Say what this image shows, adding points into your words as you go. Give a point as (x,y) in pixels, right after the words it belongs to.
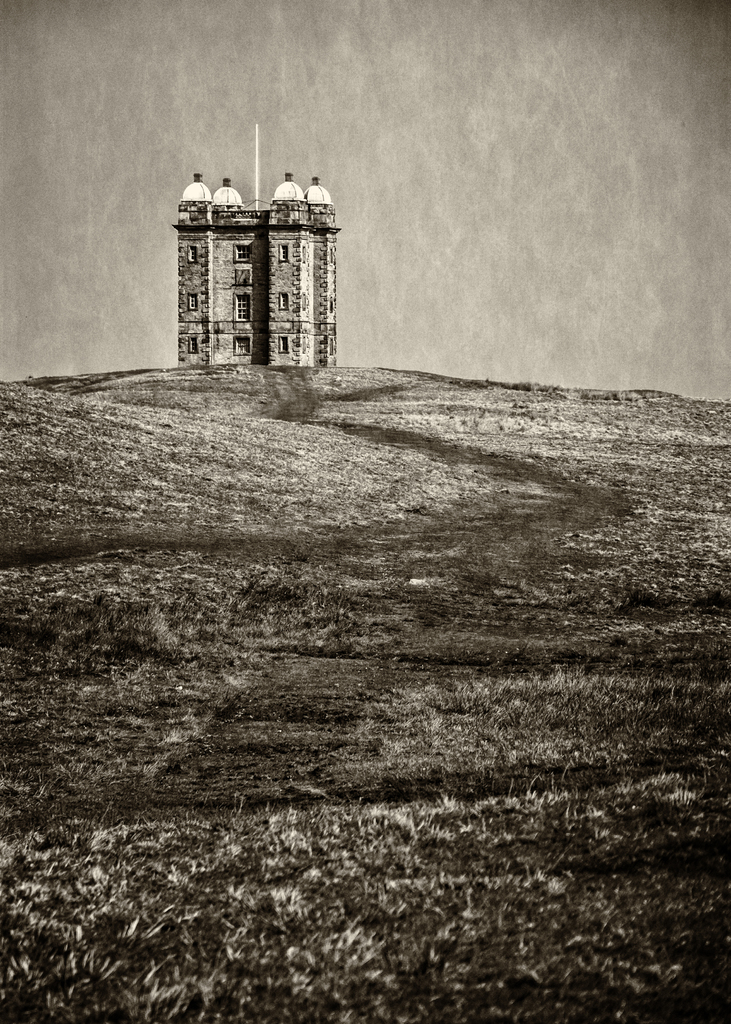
It looks like a black and white picture, we can see a building (225,364) on the path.
